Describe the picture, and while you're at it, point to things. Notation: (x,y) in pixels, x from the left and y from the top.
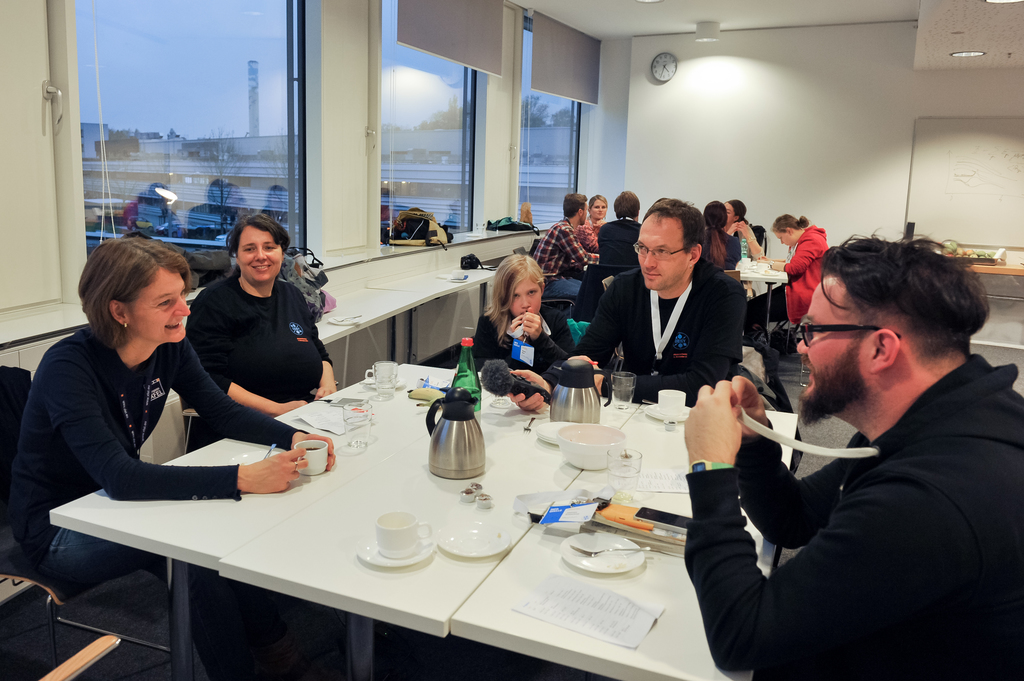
This is the picture inside of the room (739,37). There are group of people (126,424) sitting around the table (387,404). There are cups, saucers (447,540), papers (613,618), kettles (446,407), bottle (471,390), bowls (599,447) on the table (396,416). At the left (165,155) there is a window (291,133). At the back (677,65) there is a clock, light (705,34) on the wall (704,74). At the right (961,126) there is a board (932,124) and there are trees (531,115), vehicles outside of the window (411,148) and at the top (162,64) there is a sky (210,68).
